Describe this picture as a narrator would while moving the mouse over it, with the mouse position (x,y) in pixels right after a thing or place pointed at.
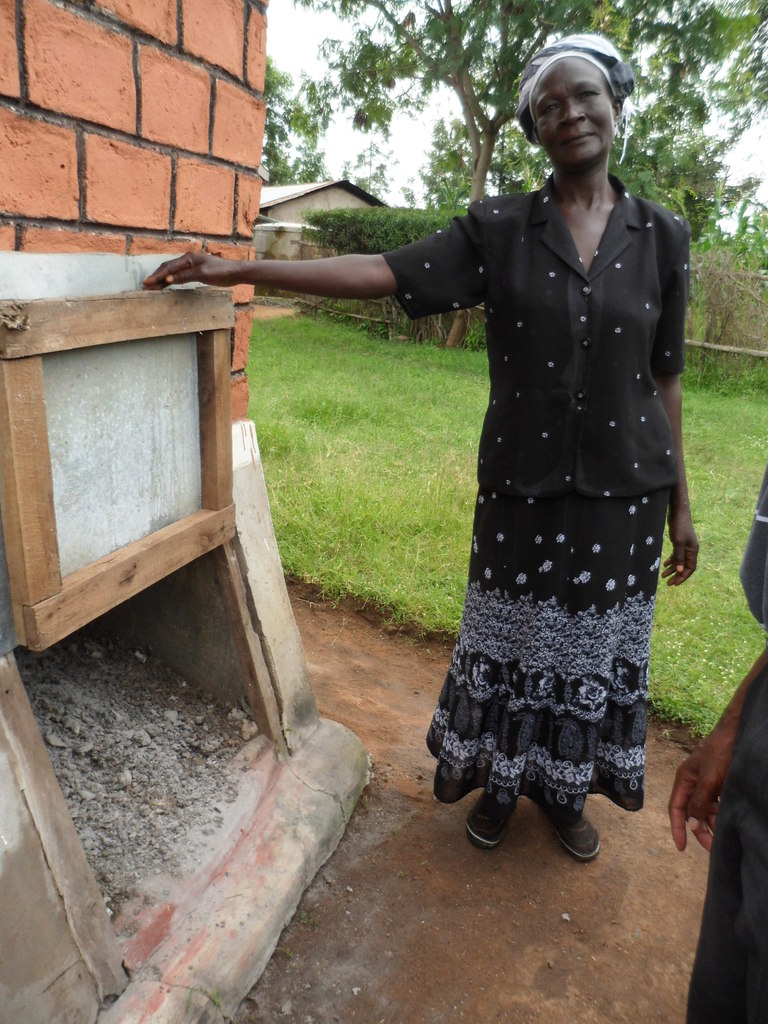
In this image in the center (481,536) there is one woman (557,291) who is standing and on the left side (111,285) there is a wall (111,285) and some boards (92,596), in the background (369,88) there are some houses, trees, plants (713,379) and grass (706,391). At the bottom (428,874) there is sand (443,862) and on the right side (741,923) there is another person (719,811).
